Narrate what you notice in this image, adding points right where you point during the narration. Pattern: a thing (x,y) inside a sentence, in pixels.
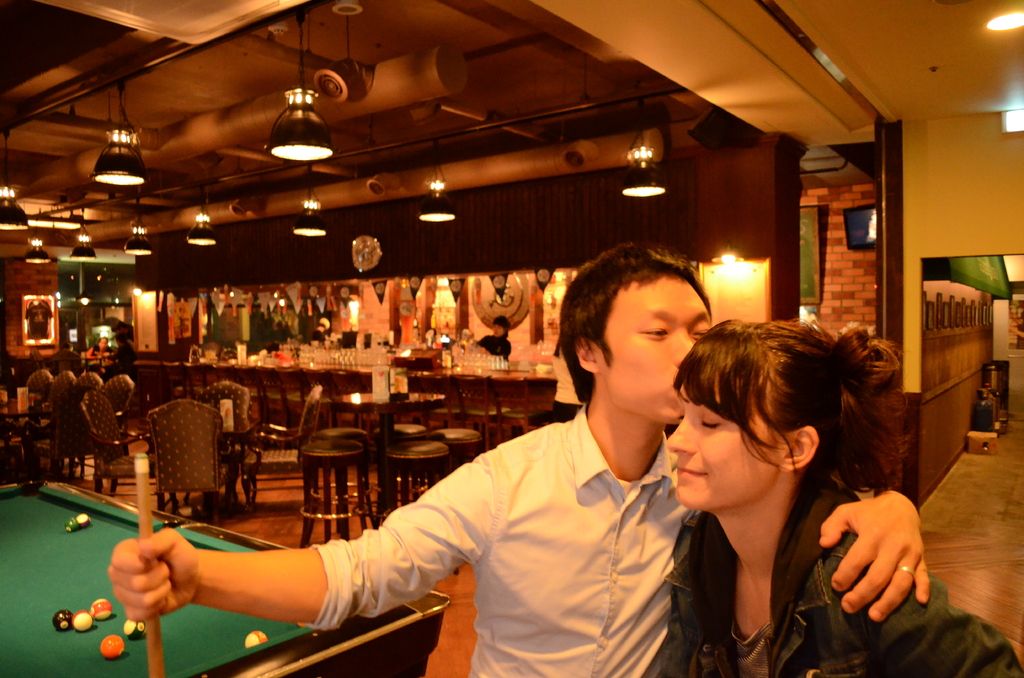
In this image I can see a woman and a man (592,517) among them the man (387,580) is holding a stick (156,617) in the hand (145,597). In the background (54,591) I can see a snooker table (174,631) which has balls (253,642) on it. I can also see chairs (359,440), tables (381,397), lights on the ceiling (233,159), people (124,359) and other objects (288,338).
